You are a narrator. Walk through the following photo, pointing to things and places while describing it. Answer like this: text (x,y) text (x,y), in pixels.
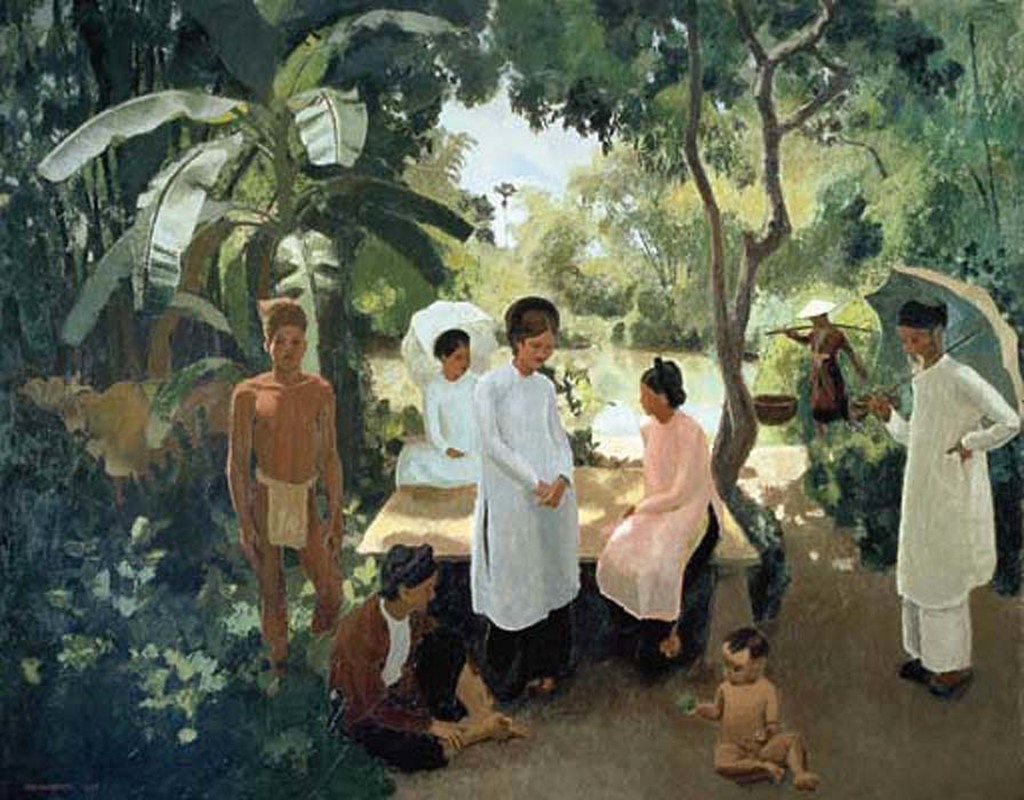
This is a painting. In this image there are two persons (270,517) standing and there are three persons (389,573) sitting and there is a person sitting and holding the umbrella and there is a person (891,437) standing and holding the umbrella (886,287) and there is a person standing and holding the basket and there are trees (625,151). At the top (575,153) there is sky (557,146). At the bottom (735,798) there is mud (545,783).
